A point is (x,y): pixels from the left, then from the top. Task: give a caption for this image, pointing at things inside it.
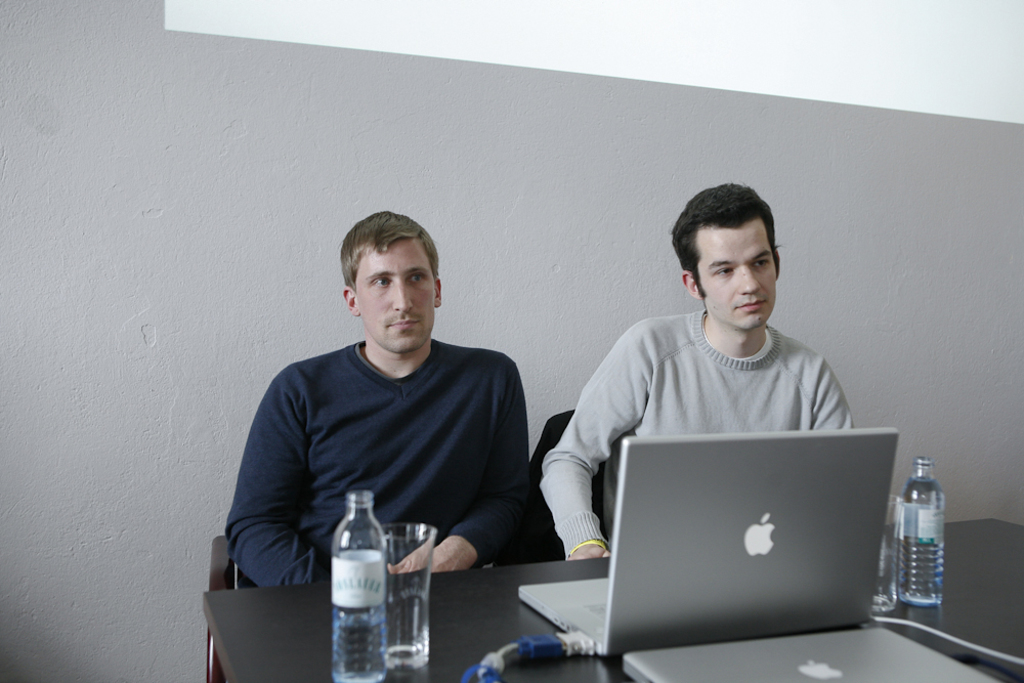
In this image we can see two persons (433,403) are sitting on the chairs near the table (441,582). We can see laptops (710,645), bottles (364,615) and glasses (430,560) on the table (455,579).
